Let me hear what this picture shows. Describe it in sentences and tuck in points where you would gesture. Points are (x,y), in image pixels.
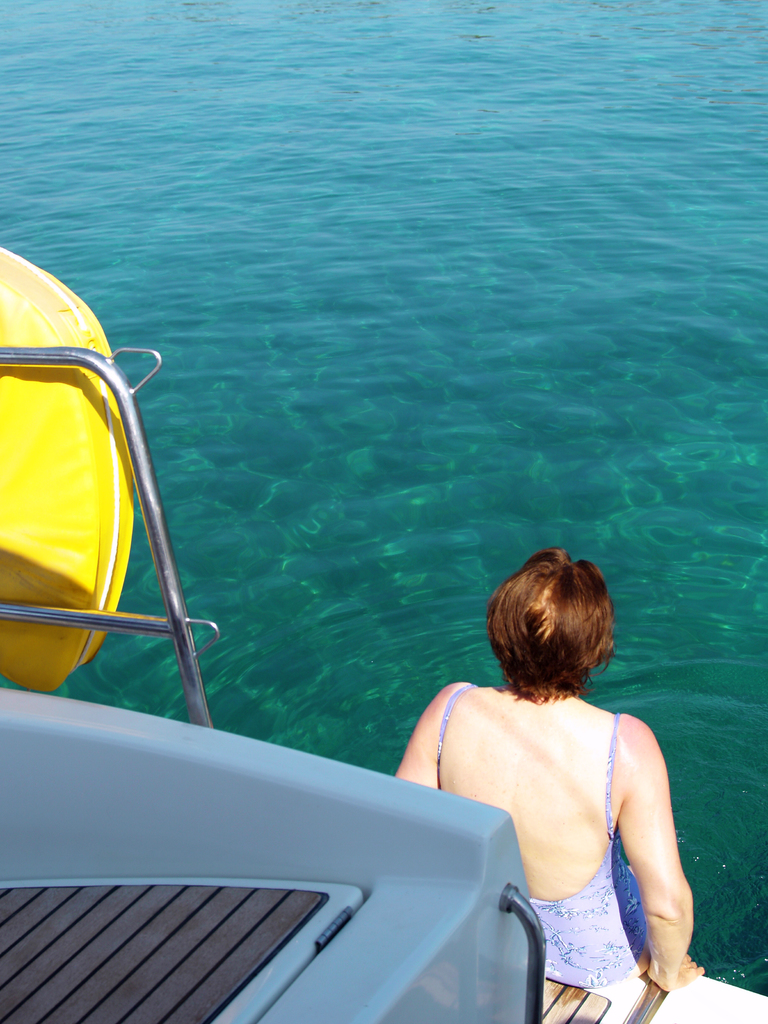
In this image there is a person (560,948) sitting on the boat (596,990), which is on the water (485,229).
